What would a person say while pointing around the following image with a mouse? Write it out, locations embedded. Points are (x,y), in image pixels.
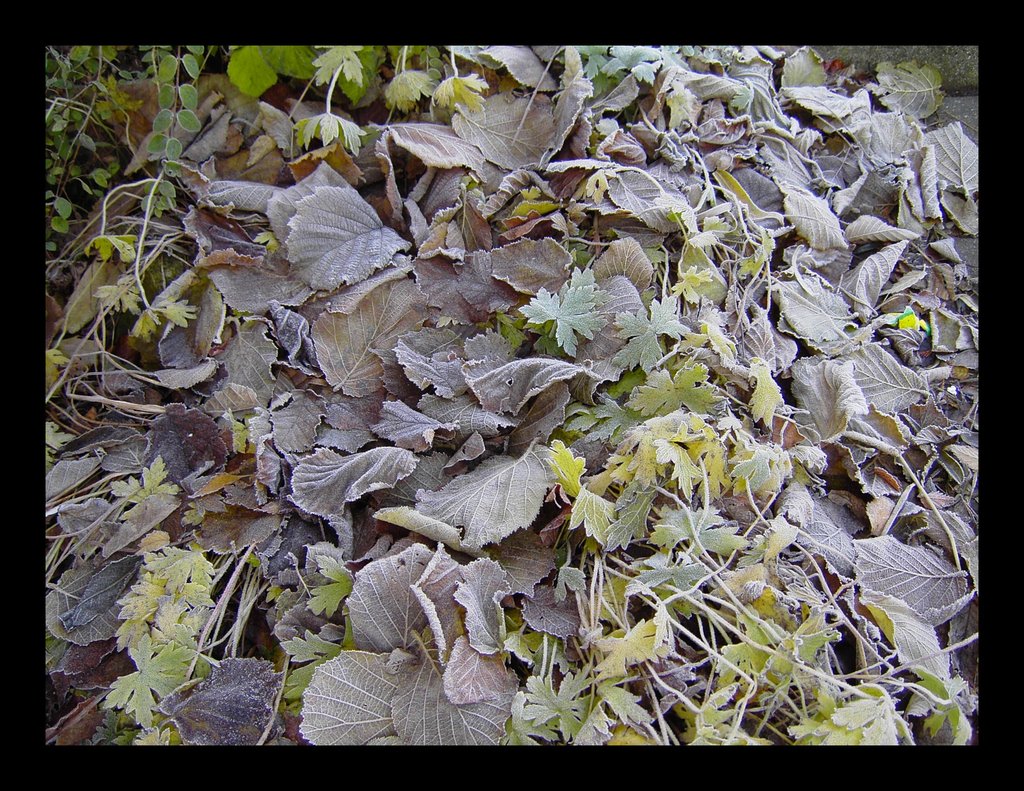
In this image in the foreground (292,601) there are some leaves (366,242) and plants (172,164).
